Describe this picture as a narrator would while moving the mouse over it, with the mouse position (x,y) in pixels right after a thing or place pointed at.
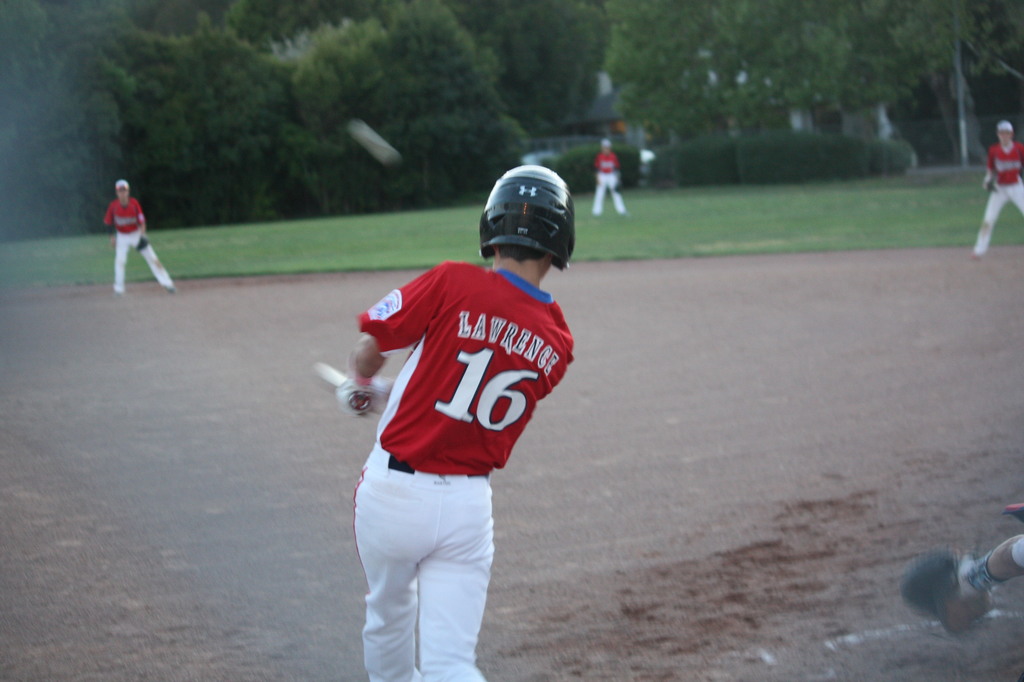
In this image I can see a person (470,492) standing in the front (487,348). He is wearing a helmet (529,229), red t shirt (429,404) and white pant (425,680), he is holding a bat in his hands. Other people (998,165) are standing at the back (1012,178). There is grass (787,202) and trees (556,101) are present at the back (503,80).
